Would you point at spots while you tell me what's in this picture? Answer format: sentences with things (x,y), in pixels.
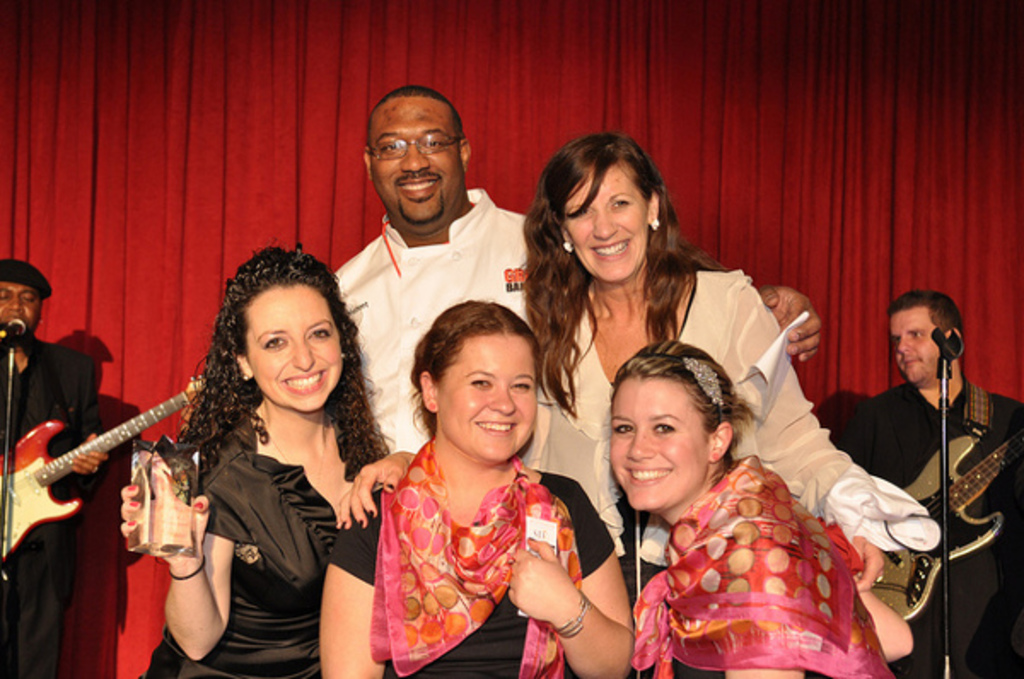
In this picture there are five people (752,547) standing and smiling there is a object (148,525) in their hands (208,516) and in the backdrop (15,273) there is a person (17,310), he is singing and playing the guitar (16,492) and there is a red curtain (665,121).
